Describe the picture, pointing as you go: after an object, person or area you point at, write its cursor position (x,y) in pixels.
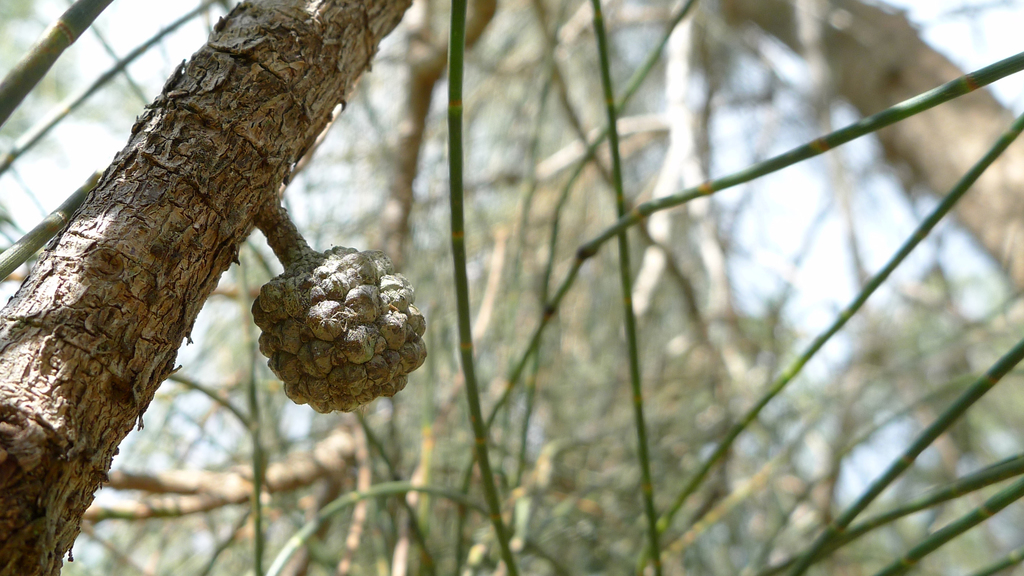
In this image I can see a trunk (178,171), background (579,336) I can see trees (601,366) in green color and the sky (113,20) is in white color.
